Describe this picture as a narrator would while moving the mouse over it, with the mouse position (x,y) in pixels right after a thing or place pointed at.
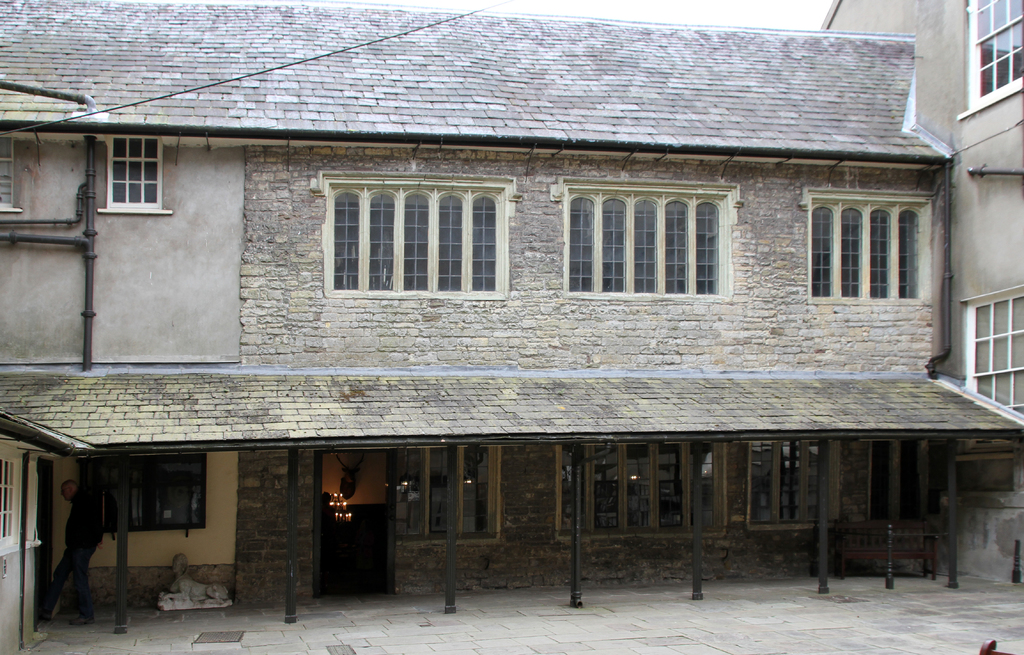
In this picture I can see a building (815,371) and I can see few glass windows (462,257) and a cloudy sky (541,1).
